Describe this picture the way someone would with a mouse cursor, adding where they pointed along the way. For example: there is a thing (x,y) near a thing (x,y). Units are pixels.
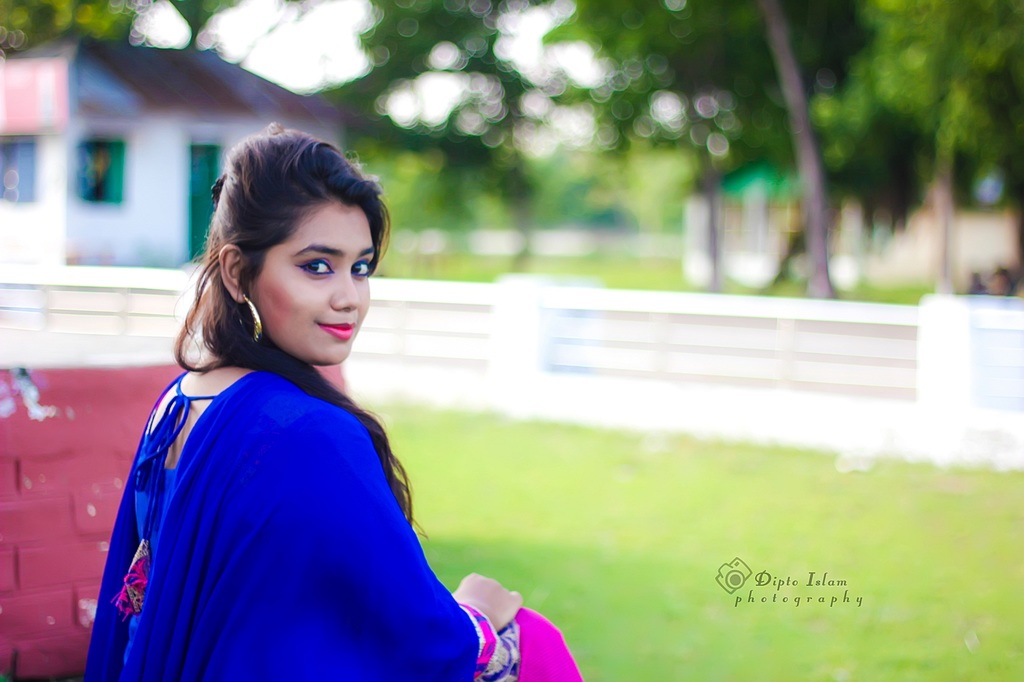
In this image we can see there is a girl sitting on the grass (430,521), behind her there is a building (180,199) and trees (811,184).
